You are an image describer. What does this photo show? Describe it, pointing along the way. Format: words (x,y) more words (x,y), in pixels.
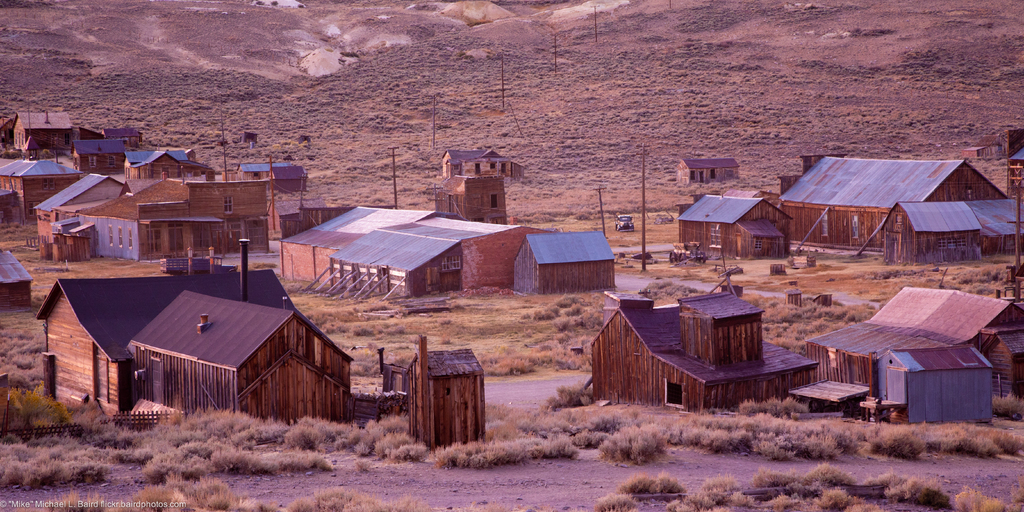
In this image I can see few houses (298,174), windows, poles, vehicle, dry grass (704,191), fencing (134,424) and few rocks (459,15).
